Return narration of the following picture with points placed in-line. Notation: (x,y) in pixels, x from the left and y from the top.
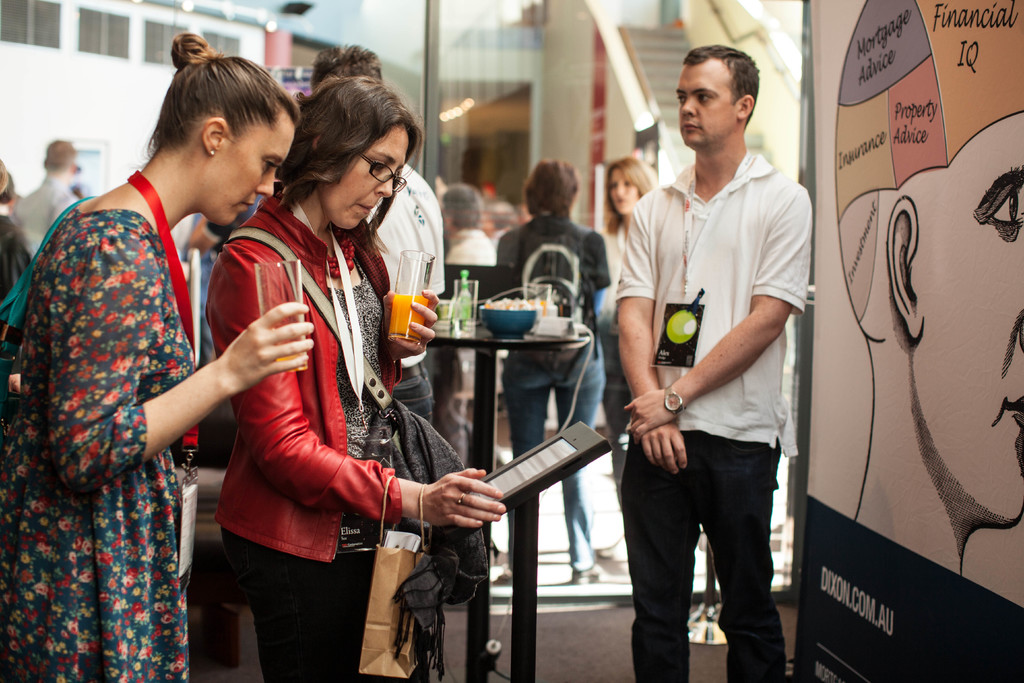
In this picture there are two women (236,391) standing and holding a glass of drink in their hands (263,353) and there is an object (535,478) in front of them and there are few other persons (542,210) in the background (553,216).
